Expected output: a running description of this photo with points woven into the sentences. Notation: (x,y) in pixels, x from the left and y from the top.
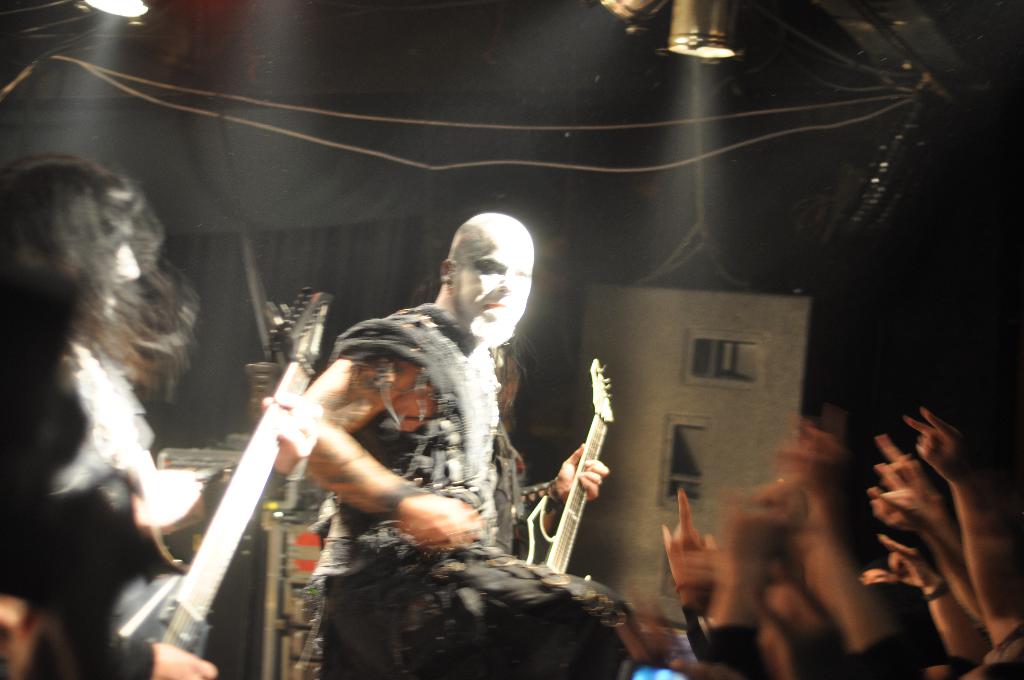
There are 3 people (195,507) on the stage (188,416) performing by playing musical instrument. In front of them there are people (703,595). On the above there are lights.
